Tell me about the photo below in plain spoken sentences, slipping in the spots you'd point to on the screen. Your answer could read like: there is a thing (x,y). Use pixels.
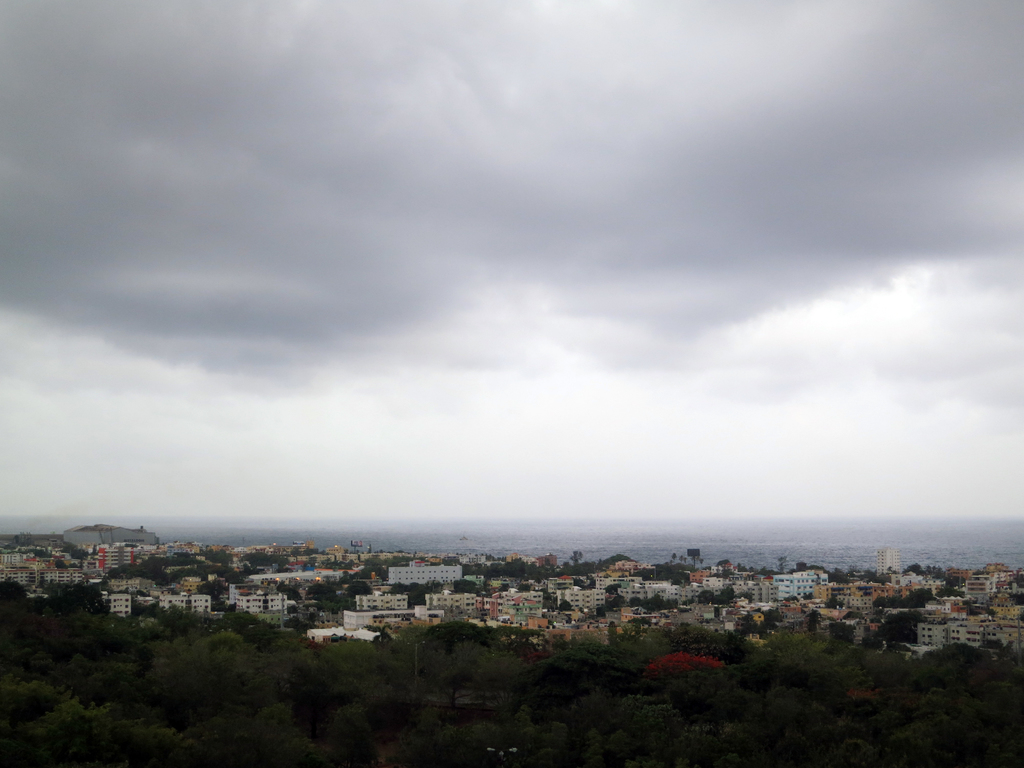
In this image, we can see buildings (784,625), trees (780,643), poles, towers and there is water (334,540). At the top (100,197), there are clouds (485,267) in the sky (578,279).
